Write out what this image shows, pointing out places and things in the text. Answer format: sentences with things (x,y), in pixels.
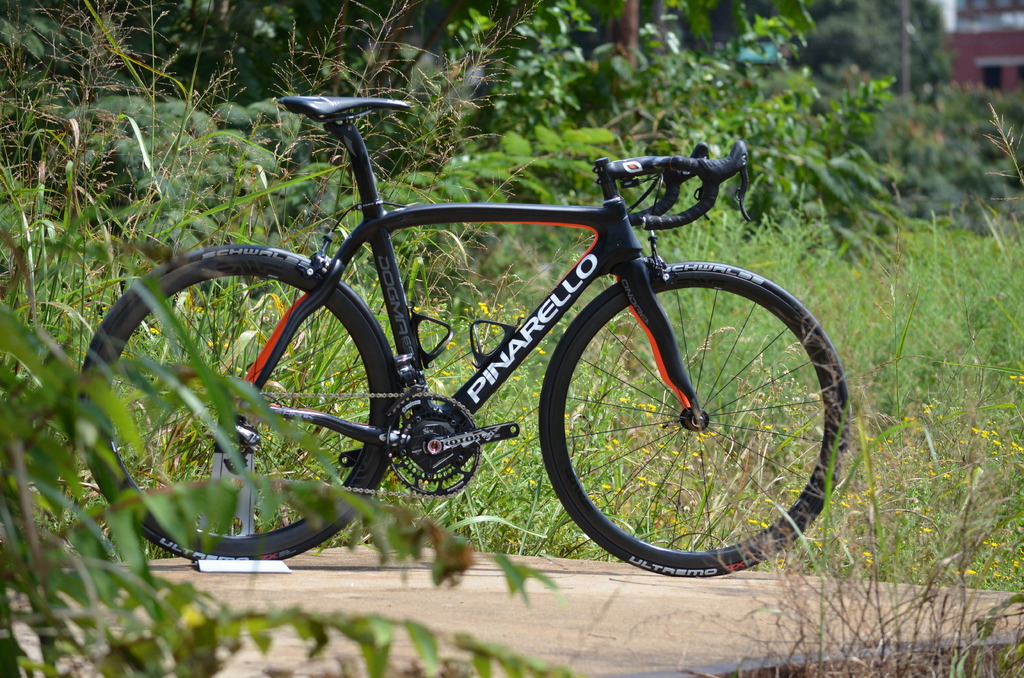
in this image I can see the bicycle (422,496) on the road (482,600). The bicycle (498,427) is in black color and something is written on it. In the background (241,133) I can see many trees (554,63). To the right (997,66) I can see the brown color building (974,77).
